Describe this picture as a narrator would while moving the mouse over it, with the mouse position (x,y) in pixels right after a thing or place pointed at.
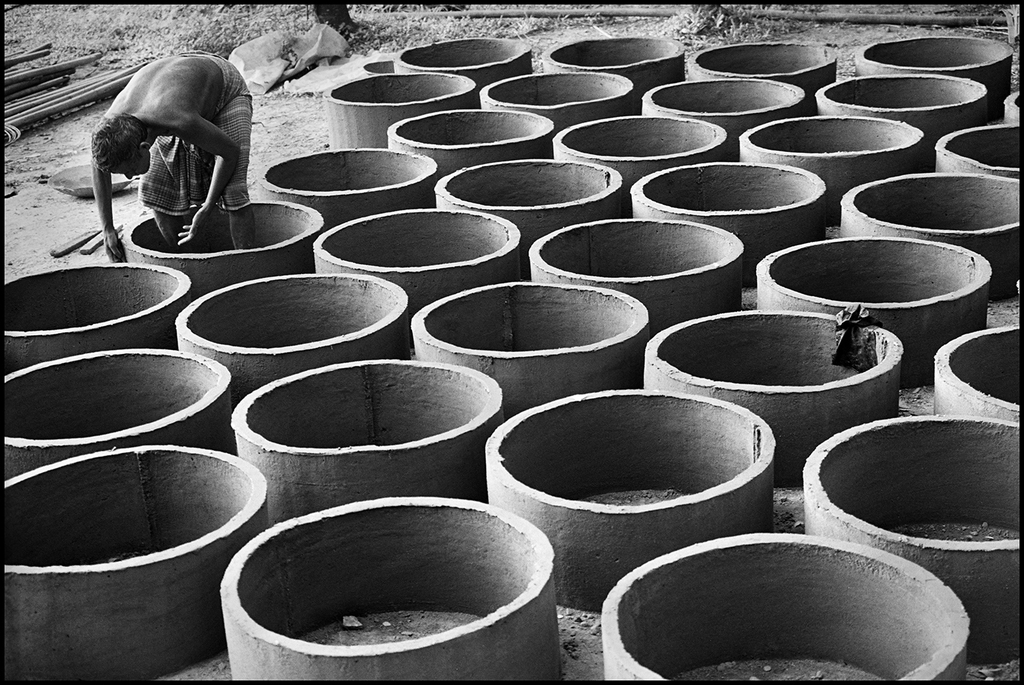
This is a black and white image. Here I can see few concrete well rings (422,381). On the left side (182,108) there is a man (163,137) bending and holding a ring (127,239). Beside him there are few sticks (35,103) on the ground (41,125). At the top (370,23), I can see the grass (228,24) on the ground (163,31).
